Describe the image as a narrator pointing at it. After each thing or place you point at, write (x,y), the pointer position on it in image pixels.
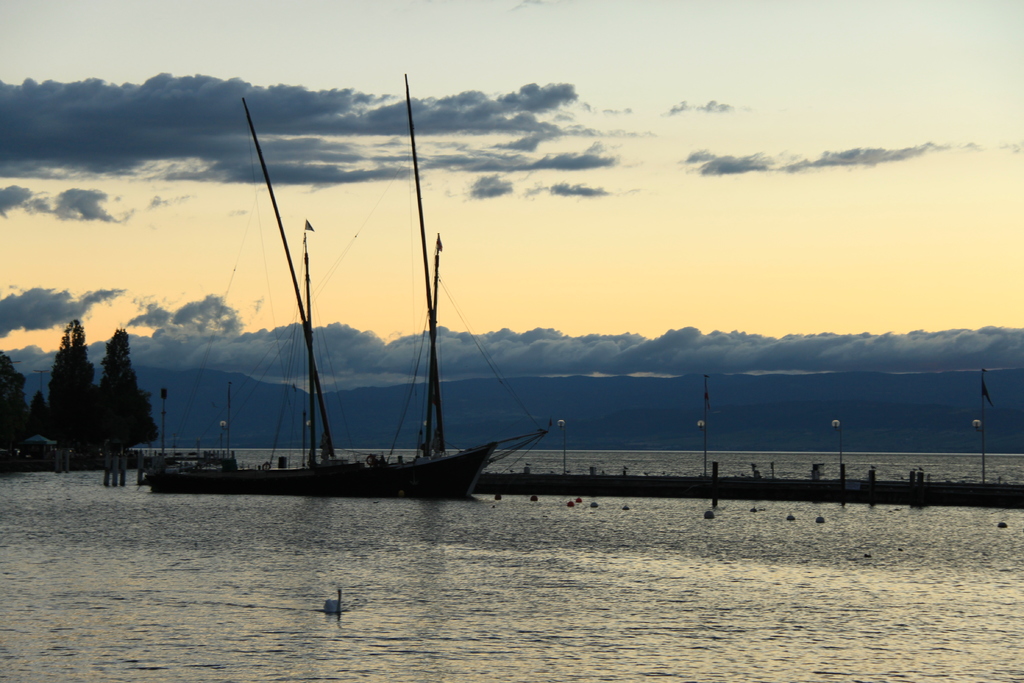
In the background (664,191) we can see the clouds (50,132) in the sky (548,152). In this picture we can see a boat (433,395), poles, flags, water (923,631) and few objects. At the bottom portion of the picture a swan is visible.
